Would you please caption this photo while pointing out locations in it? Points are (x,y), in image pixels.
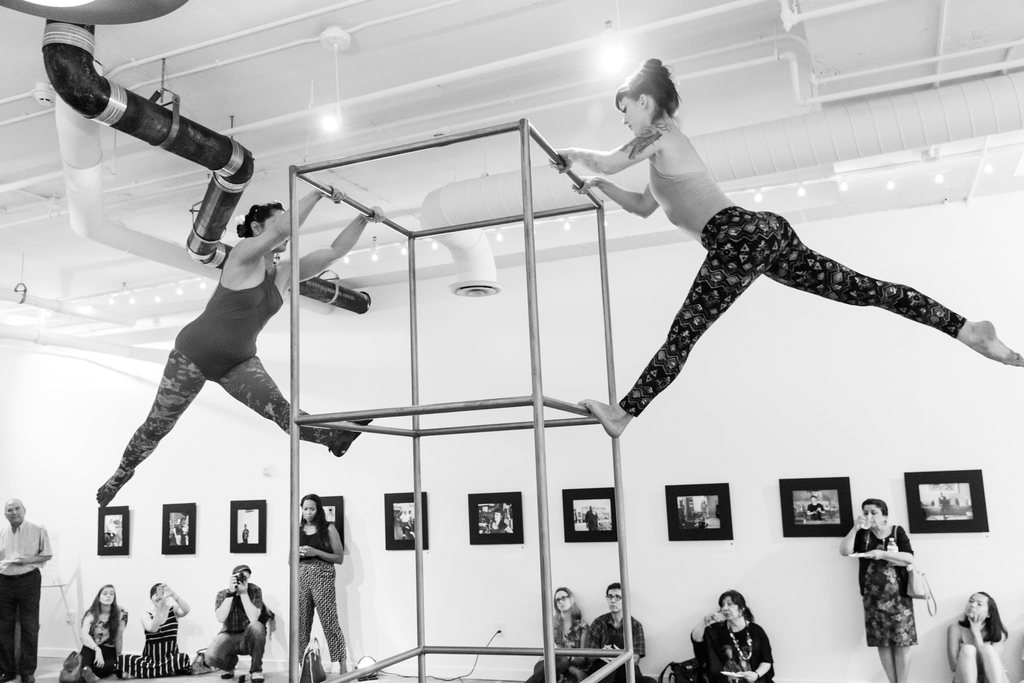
This image is a black and white image. This image is taken indoors. At the top of the image (251,80) there is a roof (447,52). There are a few lights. There are many iron bars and there are a few pipelines (143,118). At the bottom of the image (207,674) there is floor (183,680). In the background (829,345) there is a wall (188,418) with many picture frames (926,482) on it. A few people (175,621) are sitting and a few (869,569) are standing. In the middle of the image (647,387) two girls (167,428) are doing gymnastics on the stand (295,470) which is made of metal rods (489,131).
